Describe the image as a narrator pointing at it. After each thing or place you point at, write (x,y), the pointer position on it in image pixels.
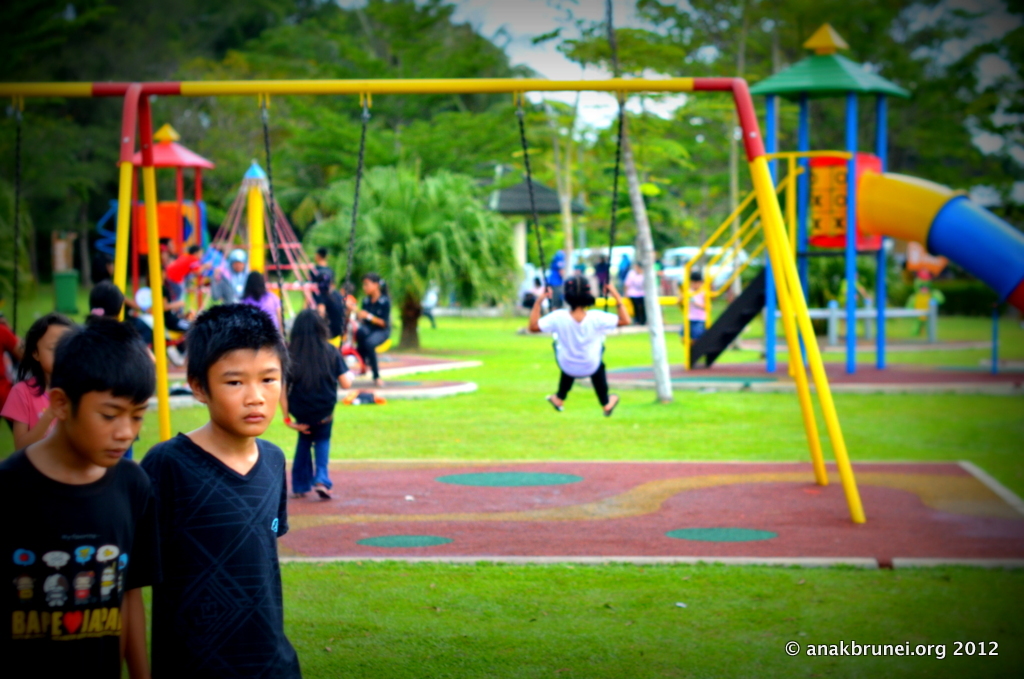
In this image we can see children (231,443) in the park (540,375) that includes some playing equipments (744,314) and trees (450,220).
